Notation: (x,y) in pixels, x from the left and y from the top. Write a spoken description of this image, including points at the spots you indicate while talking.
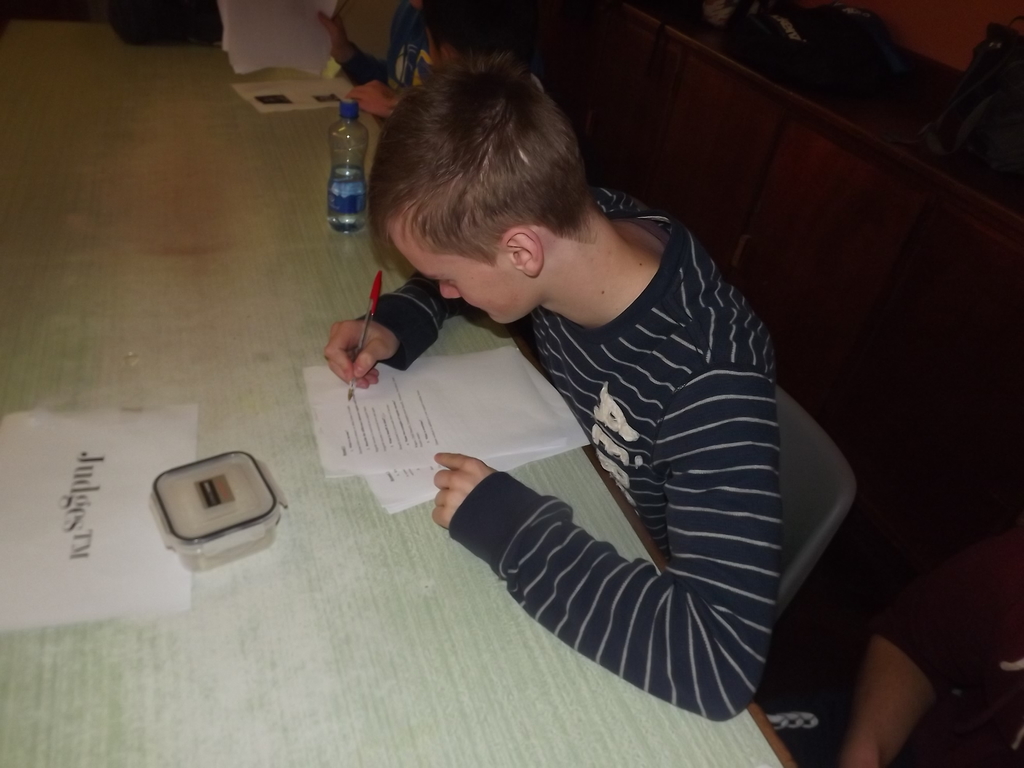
Here in this picture we can a person (596,331) sitting on a chair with table (605,481) in front of him and he is trying to write something on paper (392,448) present on the table (324,497) with the help of pen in his hand (368,376) and we can also see a box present and beside him we can see a bottle (360,202) present and we can see other pages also present over there.
